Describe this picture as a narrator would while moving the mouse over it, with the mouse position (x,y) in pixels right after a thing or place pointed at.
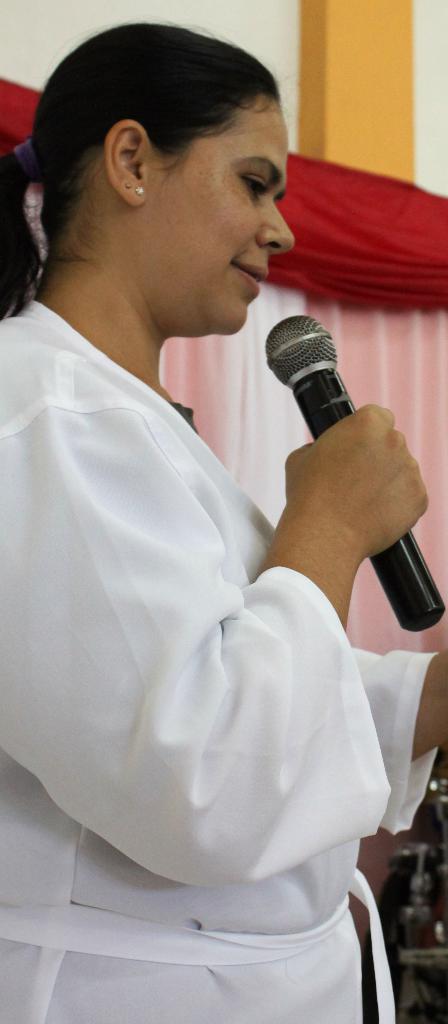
In this picture we can see woman (81,549) holding mic (300,348) in her hand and talking and in background (346,239) we can see curtains (353,287), wall (349,80).
